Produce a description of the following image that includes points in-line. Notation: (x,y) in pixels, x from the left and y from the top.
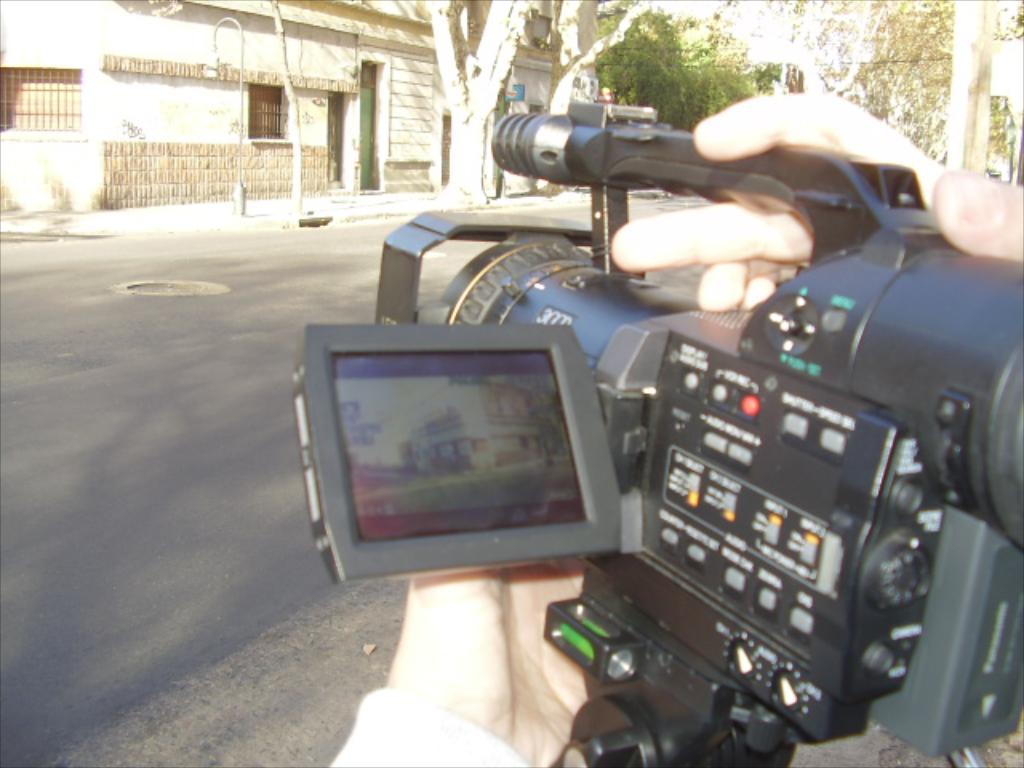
In this image, we can see a person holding a camera (592,161) and in the background (538,107), there are buildings (341,90), trees (723,93) and we can see lights poles (241,47) and boards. At the bottom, there is a road (100,478).
